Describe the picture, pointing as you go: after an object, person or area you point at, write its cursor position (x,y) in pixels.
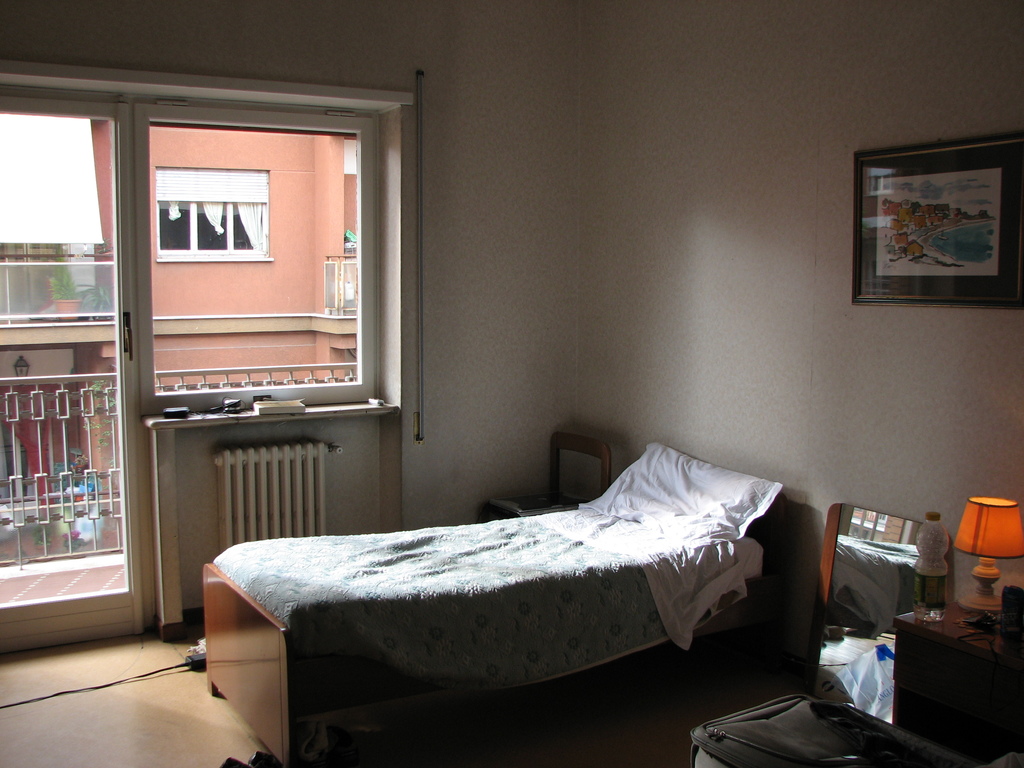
Here we can see a bed (365,606) and beside that we can see a lamp (988,518) placed on a table (964,630) and a bottle (926,573) placed on it and on the wall (844,161) we can see a portrait (890,285) and on the left side (182,401) we can see a window (144,248) and a door (73,371) and we can see opposite building (32,298).
